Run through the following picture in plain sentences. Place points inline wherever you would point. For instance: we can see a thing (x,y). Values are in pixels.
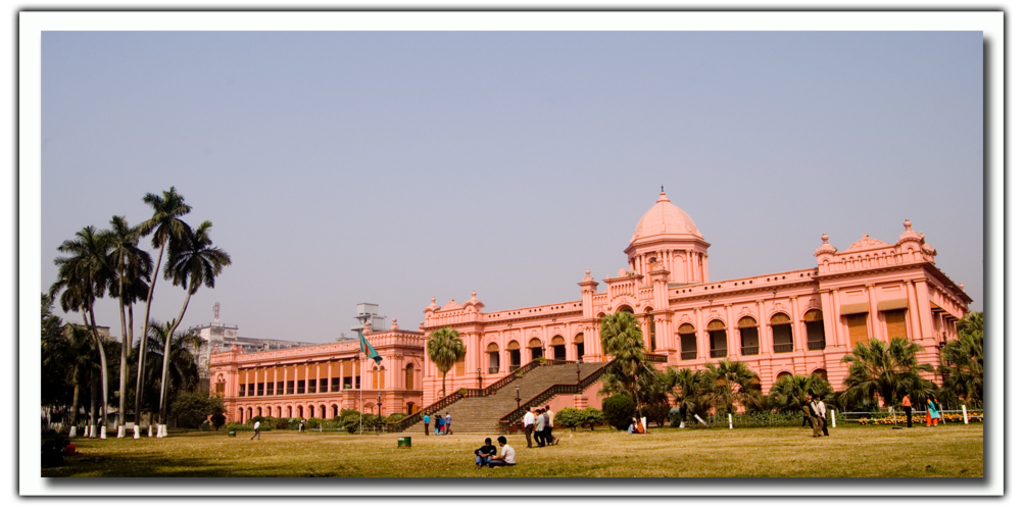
In this image we can see a photo (582,426). On the photo (582,426) there is a building (403,388) with pillars (585,316) and arches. Also there are steps (504,397) with railings (499,382). And there are many trees (54,345). And there is a flag (363,338) with a pole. On the ground (350,444) there is grass (305,453). And there are people (816,409). In the background (786,169) there is sky (499,135).
